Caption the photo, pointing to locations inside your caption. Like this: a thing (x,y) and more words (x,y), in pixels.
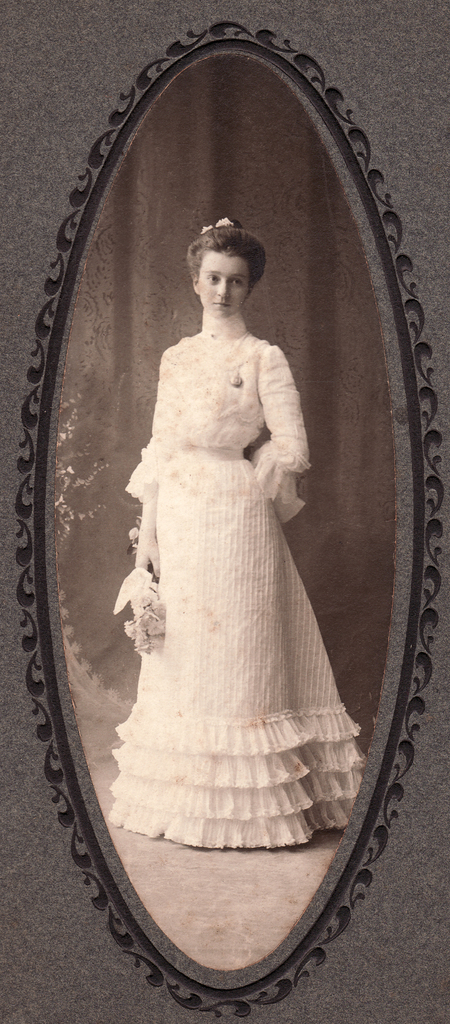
This is a photo frame (128,1010) having an image. In the image, there is a woman (222,292) in a white color dress (273,380), standing. In the background (297,221), there is a curtain (104,335).
